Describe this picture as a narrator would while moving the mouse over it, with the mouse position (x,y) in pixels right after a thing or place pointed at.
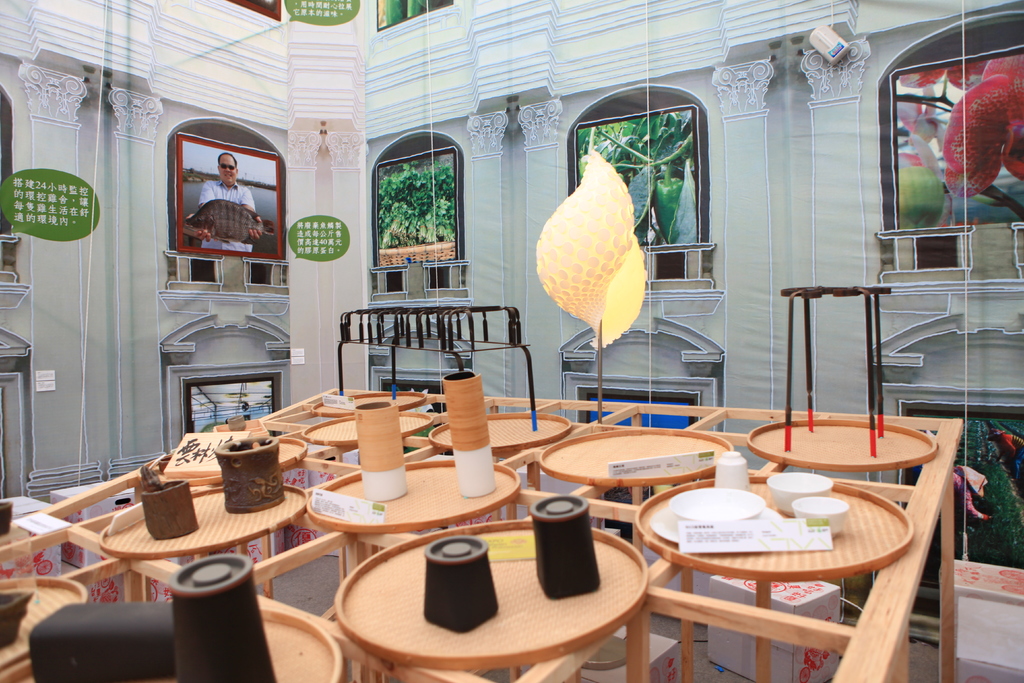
In this picture we can see a few bowls (787,500), boards (775,524), stools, light (561,242) and other objects (361,430) on a wooden table (877,680). We can see a few frames (259,181) and some text (40,238) from left to right. There are a few objects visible on top of the picture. We can see a few boxes (776,592) visible on the ground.
